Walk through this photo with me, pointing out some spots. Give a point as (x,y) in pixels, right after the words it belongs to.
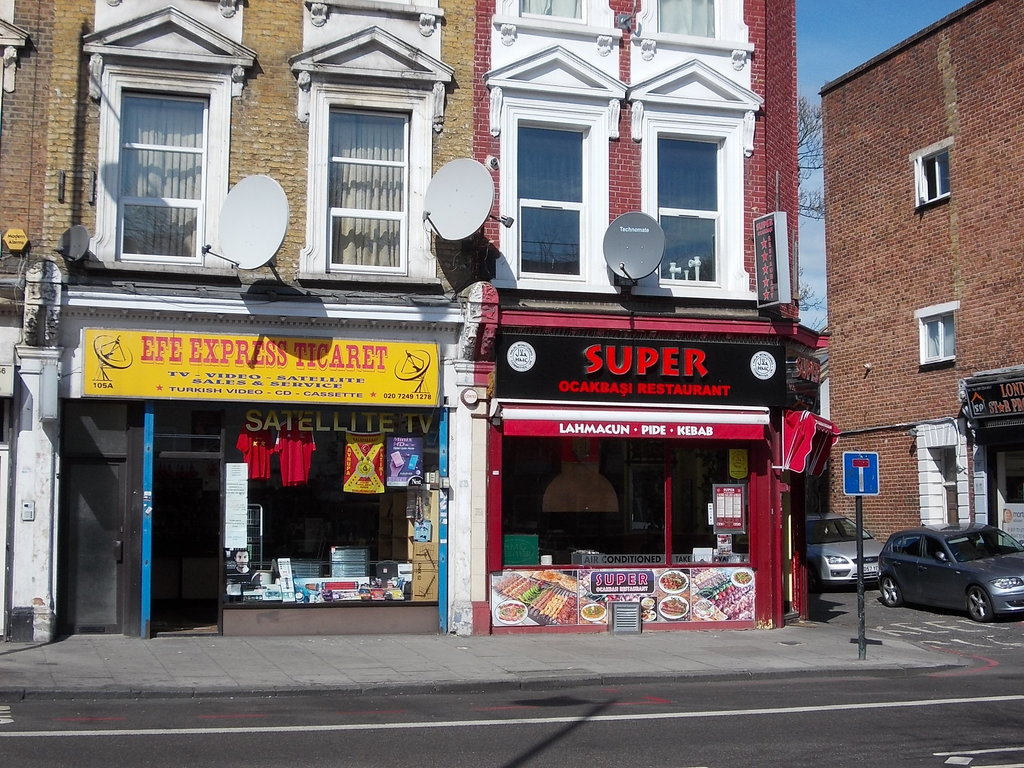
In the picture I can see vehicles (1019,574) parked on the side of the road (936,622), I can see boards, stores (396,589), name boards (110,334), buildings (203,275) with glass windows (159,249) through which I can see curtains (177,136) and I can see brick building (838,284), dry trees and the sky (838,34) in the background (838,34).
